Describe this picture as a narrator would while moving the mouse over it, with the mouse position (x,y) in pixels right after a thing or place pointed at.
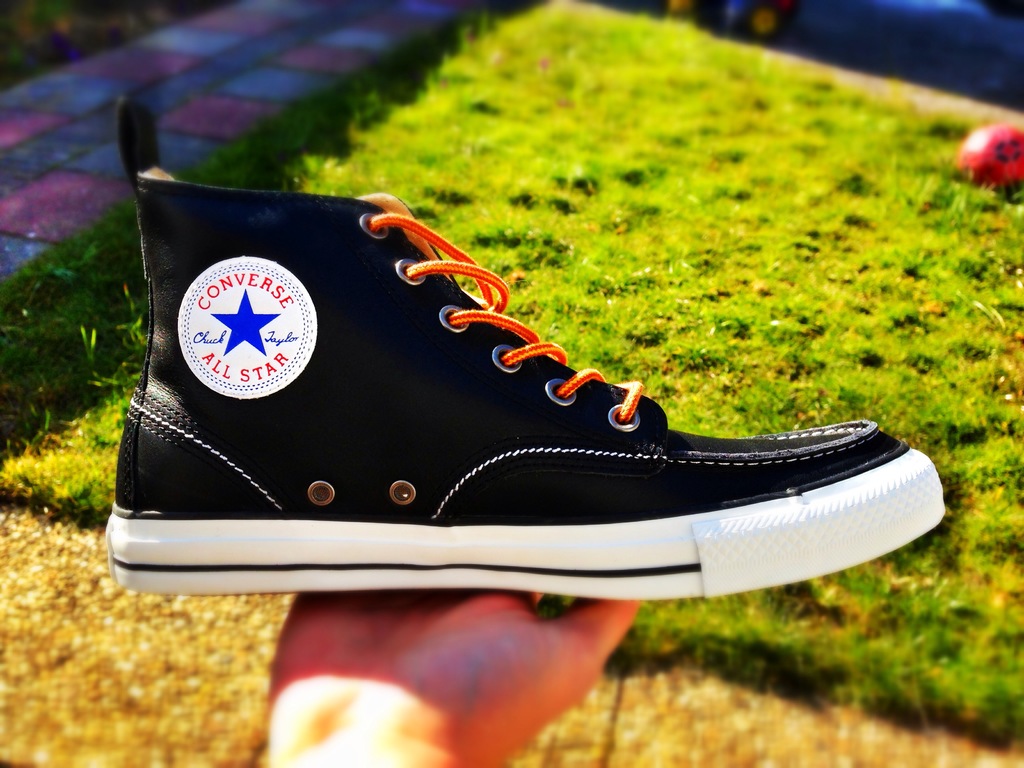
At the bottom of this image (373,653) I can see a person's hand (380,648) holding a black color shoe (373,373). In the background (537,208), I can see the grass (568,199) on the ground (844,152). On the right side (1003,155) there is a ball (993,159). On the left side (72,128) there is a path (253,80).
